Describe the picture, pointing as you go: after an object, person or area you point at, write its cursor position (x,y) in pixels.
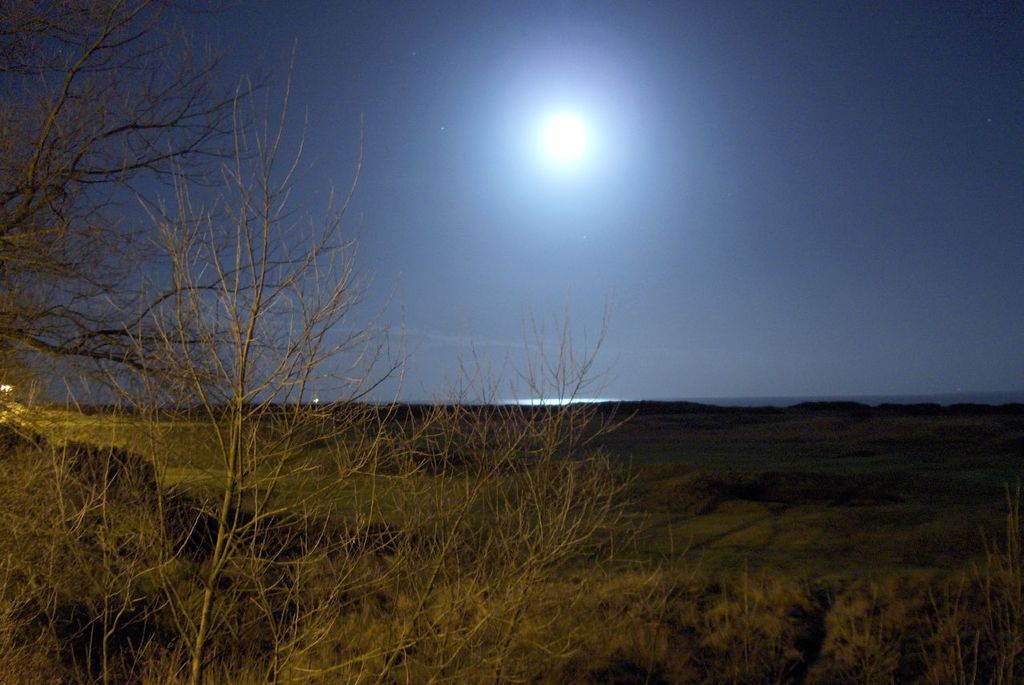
In this image, we can see the ground (708,484) with some grass (498,496). We can also see some dried plants (435,501) and the sky (721,229). We can also see the moon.
